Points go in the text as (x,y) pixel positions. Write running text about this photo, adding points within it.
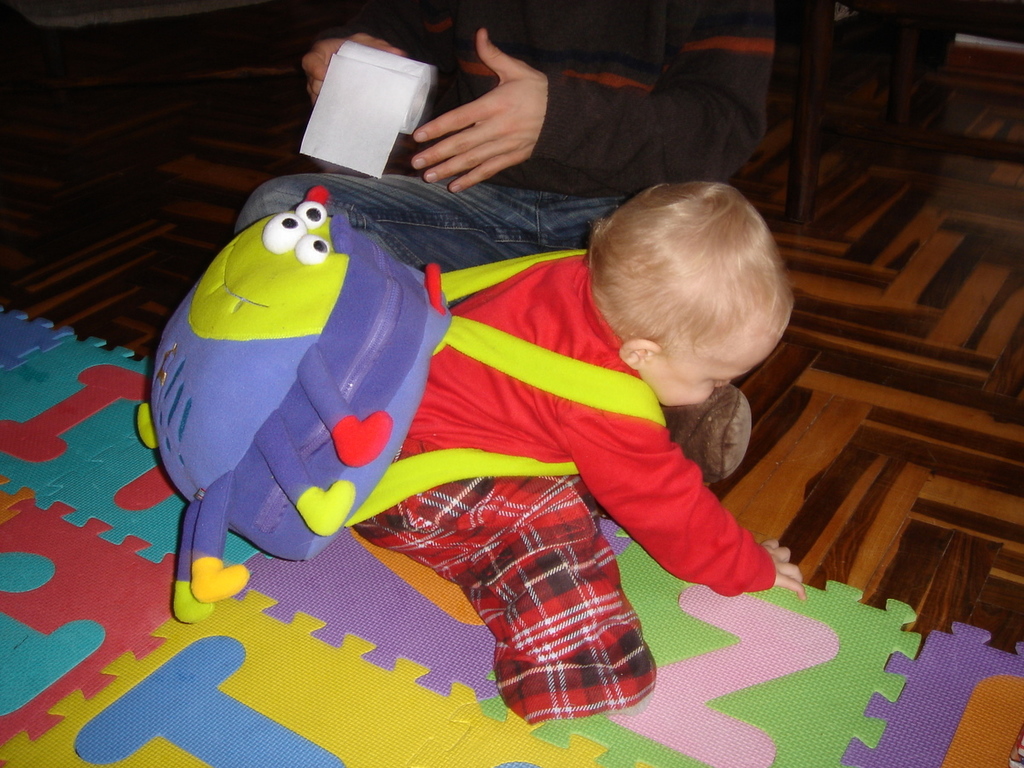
In this image I can see a baby (633,296) wearing a red color dress (603,362) and wearing a backpack (300,352) sitting on the floor (960,568), on the floor (962,594) I can see colorful carpet (963,666). at the top (478,136) I can see a person (612,132) sit beside the baby (685,320) and person (439,203) holding a tissue paper (343,96).
